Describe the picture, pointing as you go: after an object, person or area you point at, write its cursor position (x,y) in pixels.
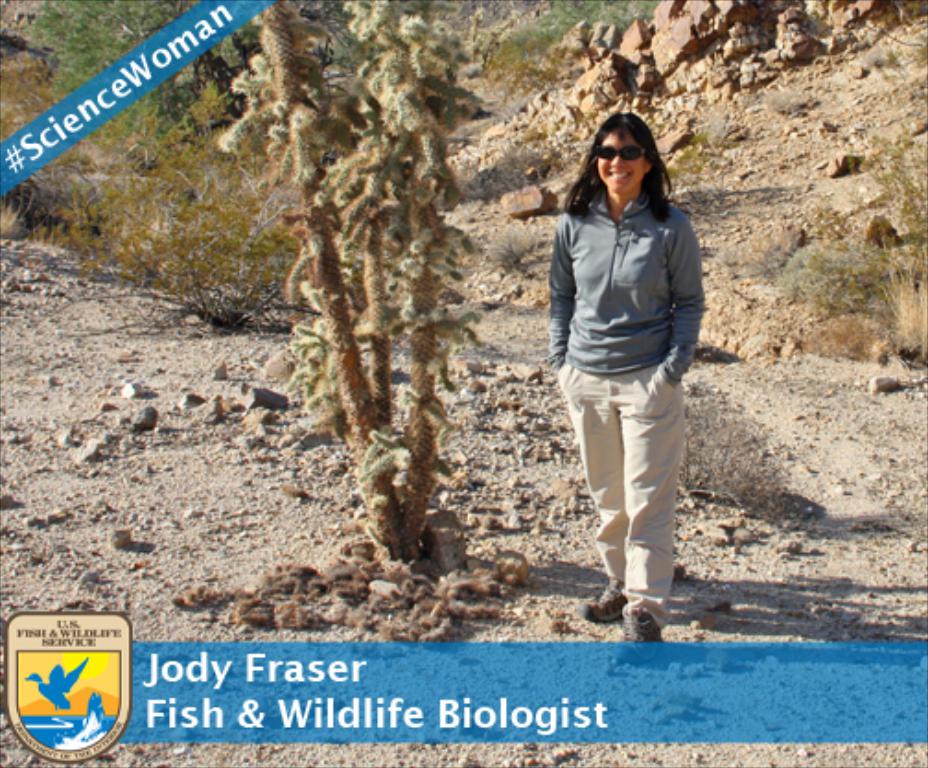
In this image there is a person (697,316) standing and smiling, and in the background (549,54) there are plants (370,530), rocks (9,282), grass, and there are watermarks (245,3) on the image.
